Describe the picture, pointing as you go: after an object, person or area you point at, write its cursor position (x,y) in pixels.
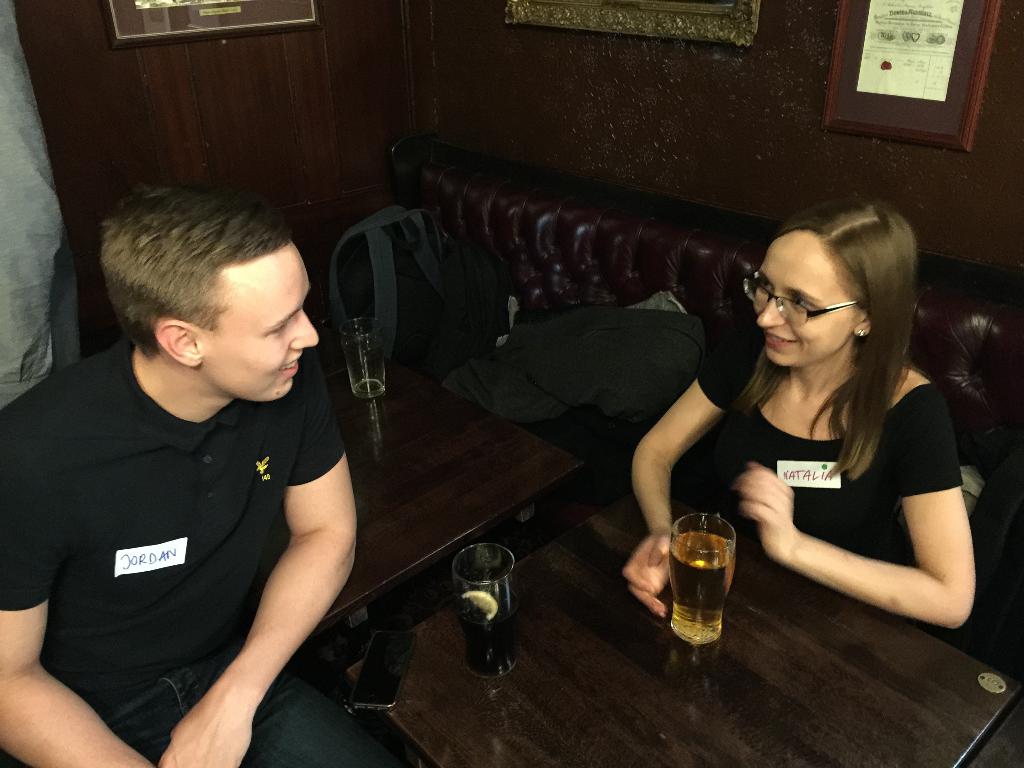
In this image we can see a man (304,415) and a woman (730,361) sitting on the chairs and a table (541,618) is placed in front of them. On the table (468,693) we can see mobile phone (373,656), glass tumblers (495,660). Beside the woman (688,451) we can see bags (442,344).
